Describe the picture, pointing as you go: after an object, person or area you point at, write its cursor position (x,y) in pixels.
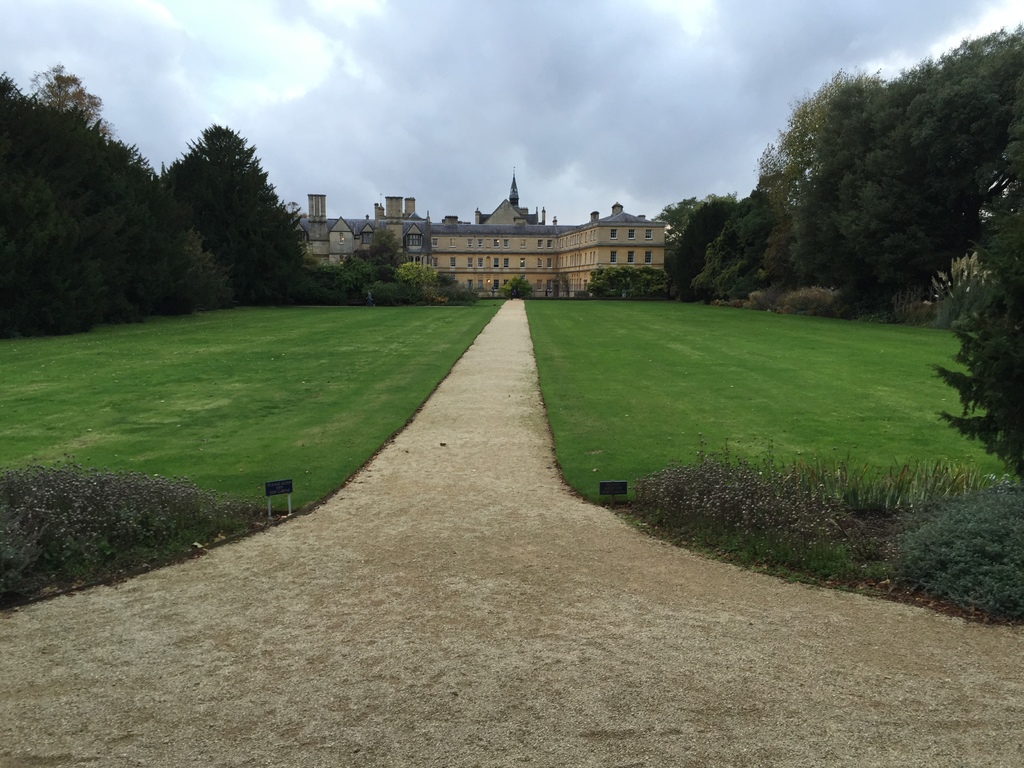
In this picture we can see the walking path (403,538) in front of a building (616,249) surrounded by green grass (444,311) and trees (202,190). The sky (682,100) is gloomy.
